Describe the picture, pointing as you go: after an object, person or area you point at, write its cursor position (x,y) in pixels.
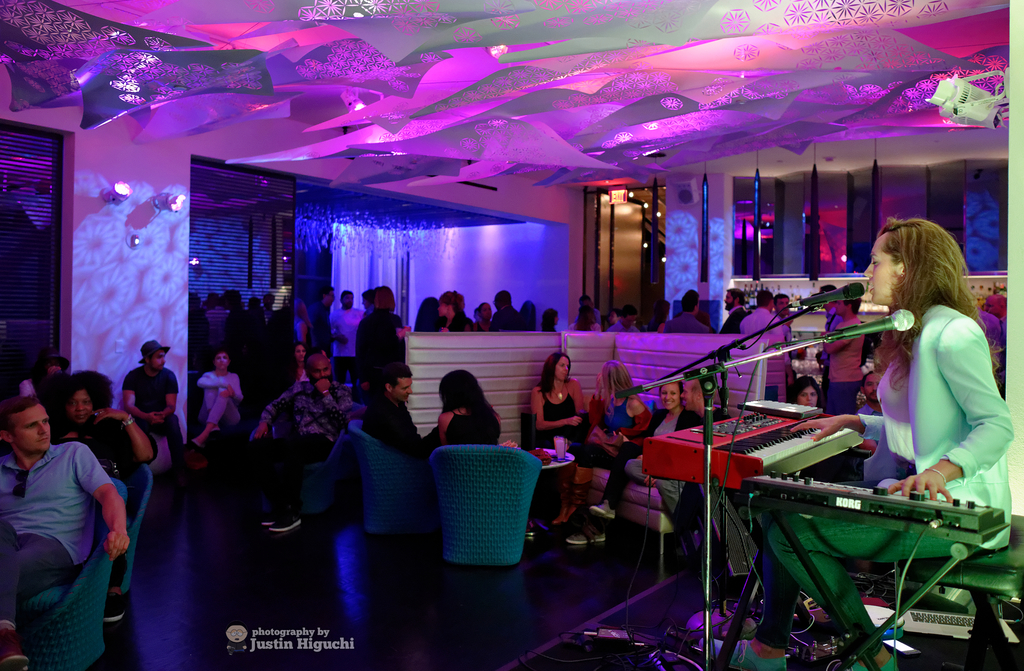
This is the picture of a room (915,140). In the foreground (286,467) there are group of people (285,436) sitting. On the right side of the image (816,436) there is a woman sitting and playing musical instruments (886,508) and there are musical instruments (964,518) and there are microphones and there are wires (658,653) and devices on the stage (818,640). At the back (628,271) there are group of people (458,303) standing and there is a door (620,253). At the top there are lights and there are lights (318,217) on the wall (121,158). At the bottom (461,602) there is a floor (479,592) and there is text (319,632).
